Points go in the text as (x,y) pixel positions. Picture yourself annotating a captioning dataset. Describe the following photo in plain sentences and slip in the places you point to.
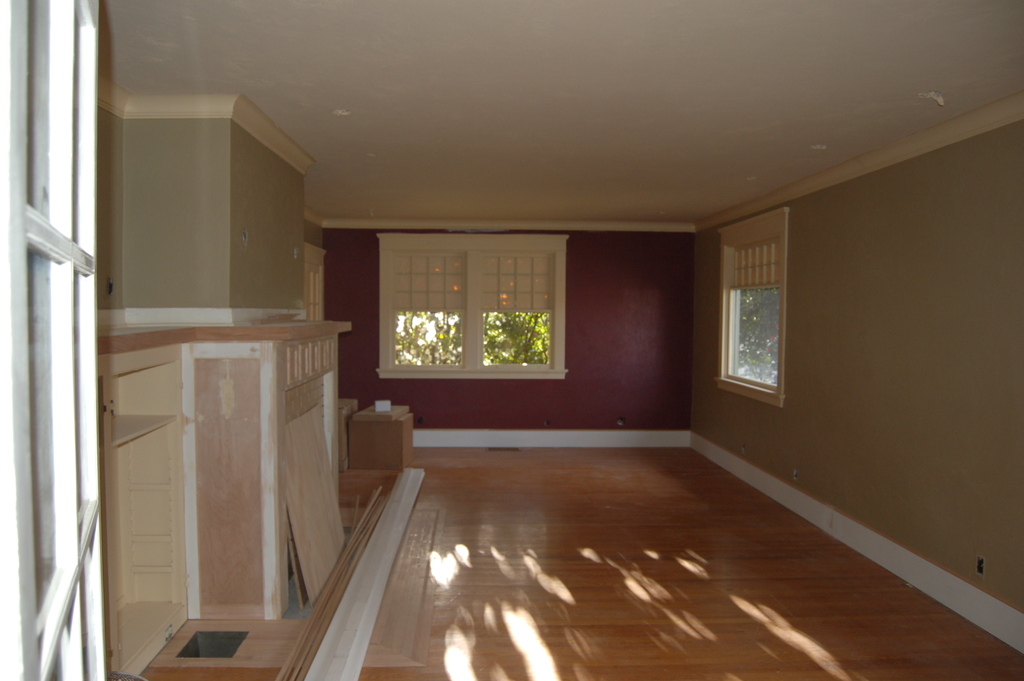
This is the picture of a room (508,291). On the left side of the image (223,359) there is a cupboard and there is a table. At the back (722,356) there are windows (548,337) and there are trees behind the windows (492,307). At the bottom (590,557) there is a floor (597,603) and there is a sunlight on the floor (707,605). In the foreground (89,82) it looks like a door (87,93).
